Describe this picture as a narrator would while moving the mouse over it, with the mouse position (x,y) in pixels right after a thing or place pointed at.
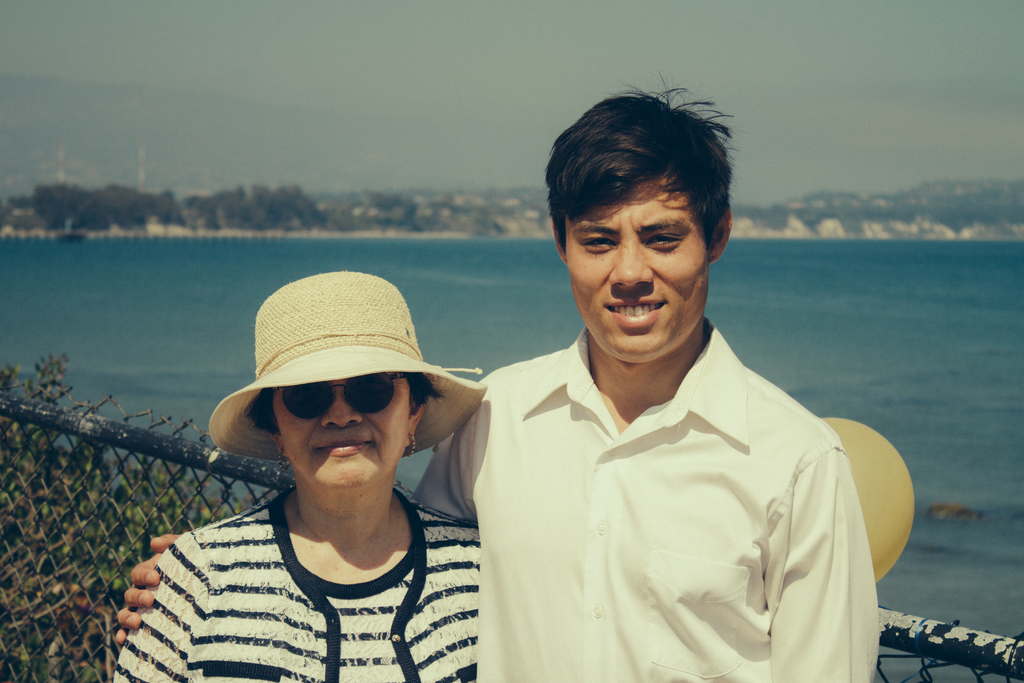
In this image we can see there are two persons (444,508) standing with a smile, behind them there is a railing (56,476). In the background of the image (295,267) there is a river (805,300), mountains (861,228) and sky (776,51).
